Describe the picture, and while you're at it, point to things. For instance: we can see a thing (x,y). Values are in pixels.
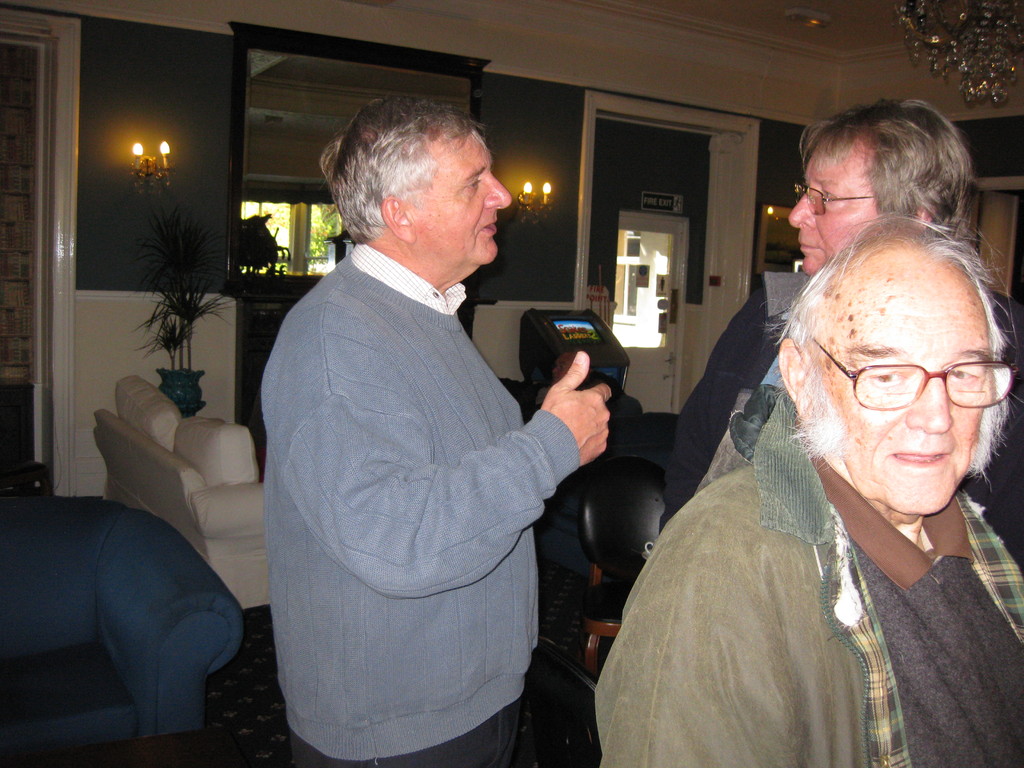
This image is taken indoors. In the background (146,361) there are a few walls (610,272) with windows (323,245) and doors (623,249). There are a few candles (166,157) in the candle holders (148,166). There is a plant (188,367) in the pot (178,390). There is an object (623,366) on the floor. At the top of the image (911,46) there is a ceiling (787,52) and there is a chandelier (935,43). On the left side of the image (129,546) there are two couches (176,562) on the floor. On the right side of the image (908,345) two men (879,316) are standing and there is a chair (611,500) on the floor (583,651). In the middle of the image (449,350) a man (458,430) is standing and talking.
